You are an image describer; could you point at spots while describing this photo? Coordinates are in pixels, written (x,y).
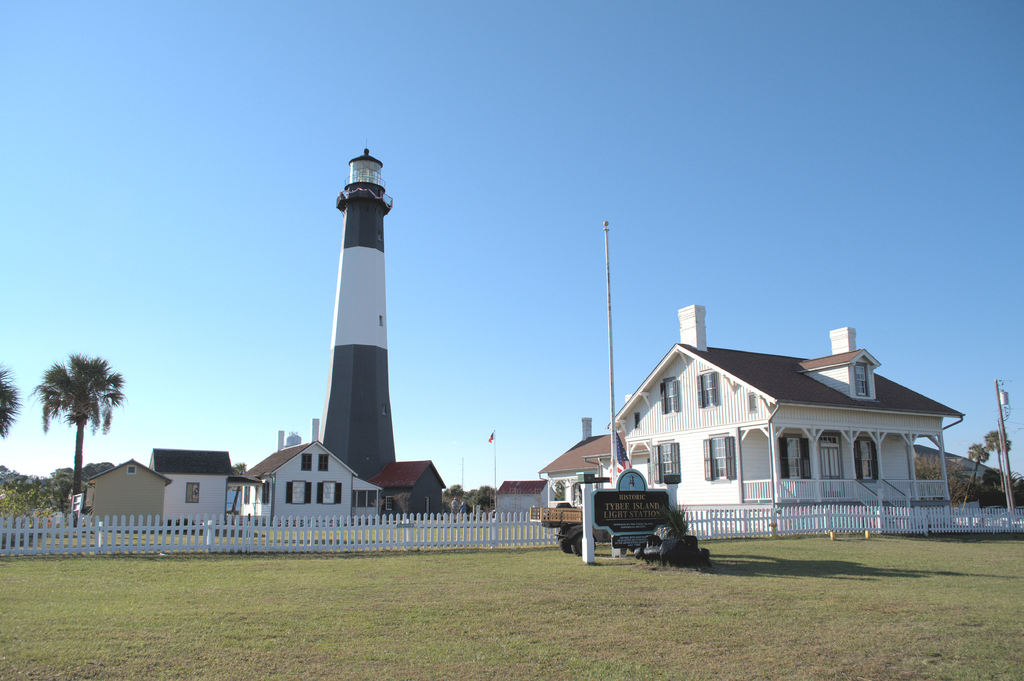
In this image I can see the ground (414,634), a pole (586,500) and a black colored board (611,512), a vehicle (559,512) and the white colored fencing (421,521). In the background (323,508) I can see few buildings (517,481), few trees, a tower (364,156), a flag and the sky (556,155).
